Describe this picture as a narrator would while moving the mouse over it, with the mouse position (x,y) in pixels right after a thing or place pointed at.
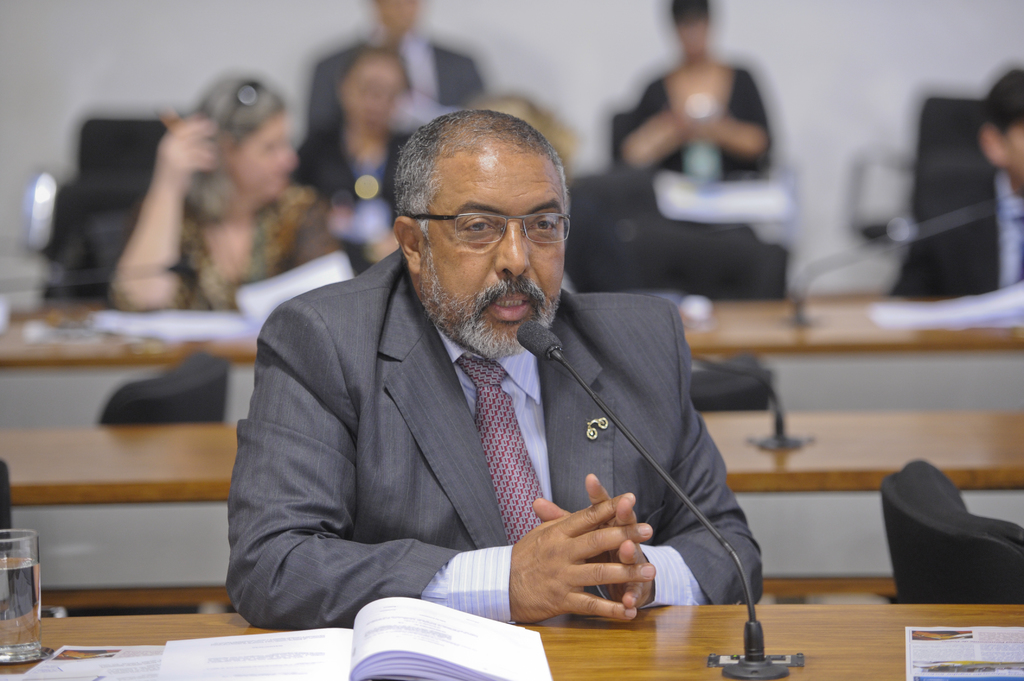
In the picture we can see a man (559,452) sitting near to the desk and he is in blazer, tie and shirt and on the desk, we can see a book (263,639) which is opened and a glass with water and a microphone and behind him we can see some people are also sitting near the desks (829,562) and two people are standing near the wall (871,87).
